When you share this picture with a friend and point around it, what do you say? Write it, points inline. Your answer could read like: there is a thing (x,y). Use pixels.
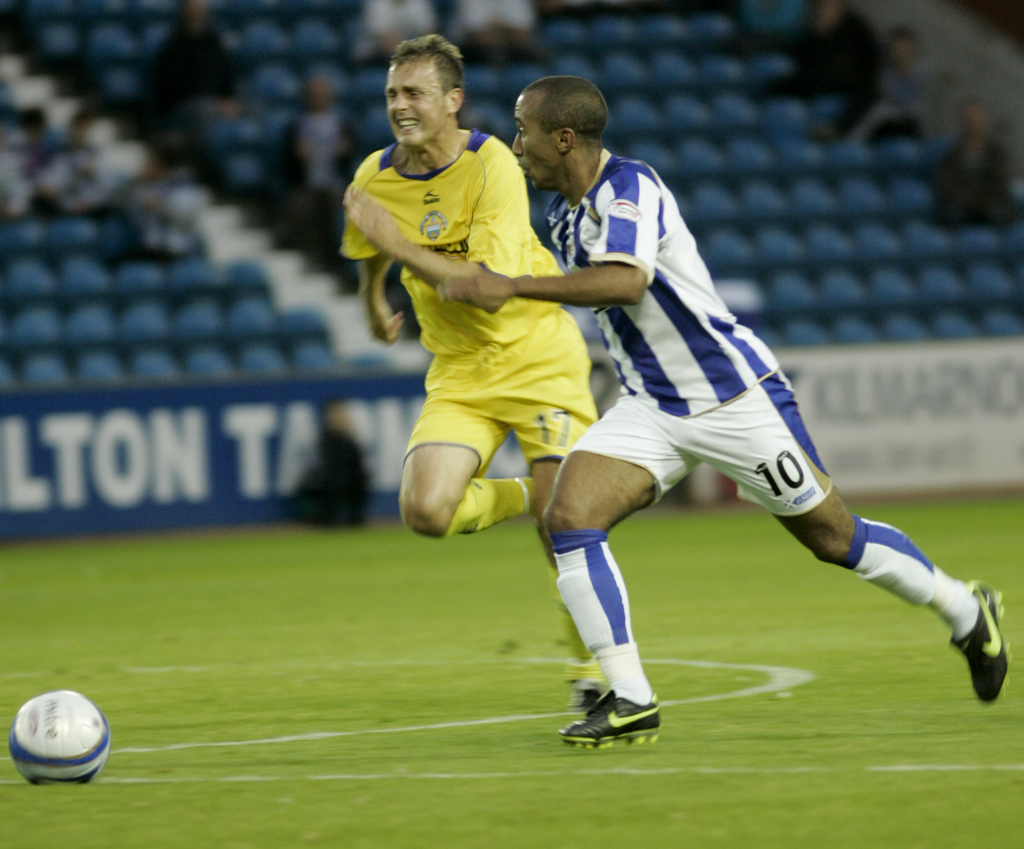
In this image there are two men (657,399) running on the ground (602,788). There is grass (696,798) on the ground (653,670). To the left (92,742) there is a football (74,745) on the ground (183,625). Behind them there are boards (259,408) on the ground (172,632). There is text (174,478) on the boards (222,488). At the top (103,204) there are spectators (183,82) sitting on the chairs (255,59).
